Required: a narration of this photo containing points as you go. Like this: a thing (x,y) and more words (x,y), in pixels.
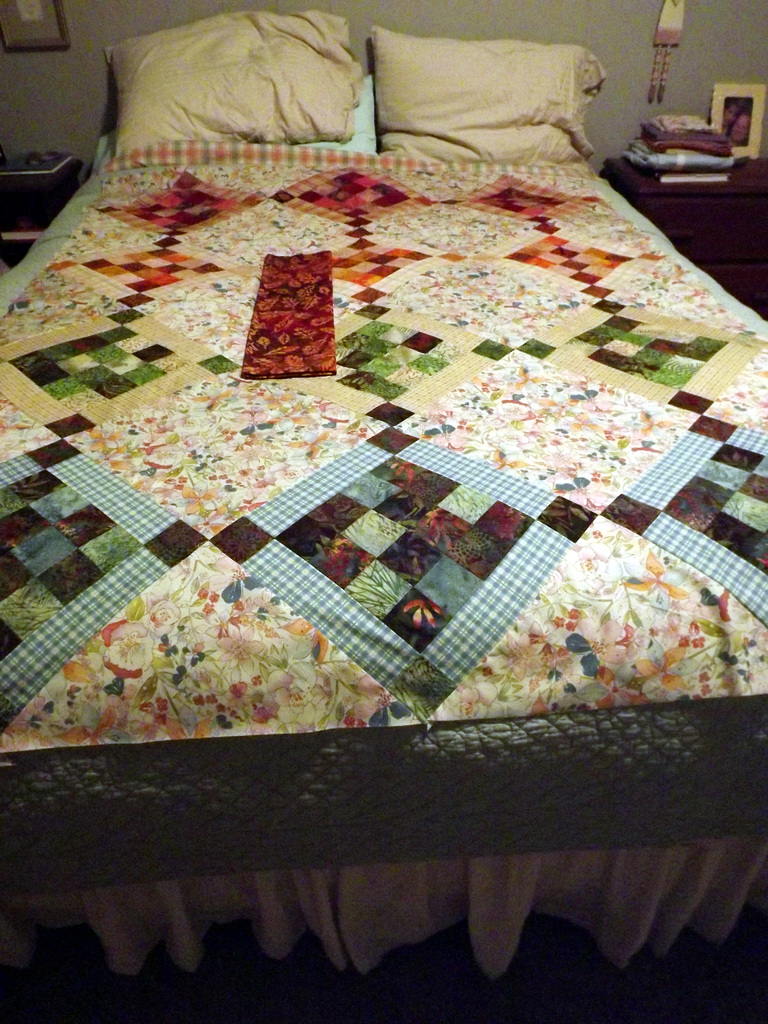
In this picture we can see pillows (307,107) and bed sheet (300,395) on the bed (487,707). On the top right corner (708,142) we can see clothes (701,153) and photo frame (735,125) on the table (700,185). On the top left corner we can see photo frame (51,45) on the wall (58,79). here we can see desk (31,190).
